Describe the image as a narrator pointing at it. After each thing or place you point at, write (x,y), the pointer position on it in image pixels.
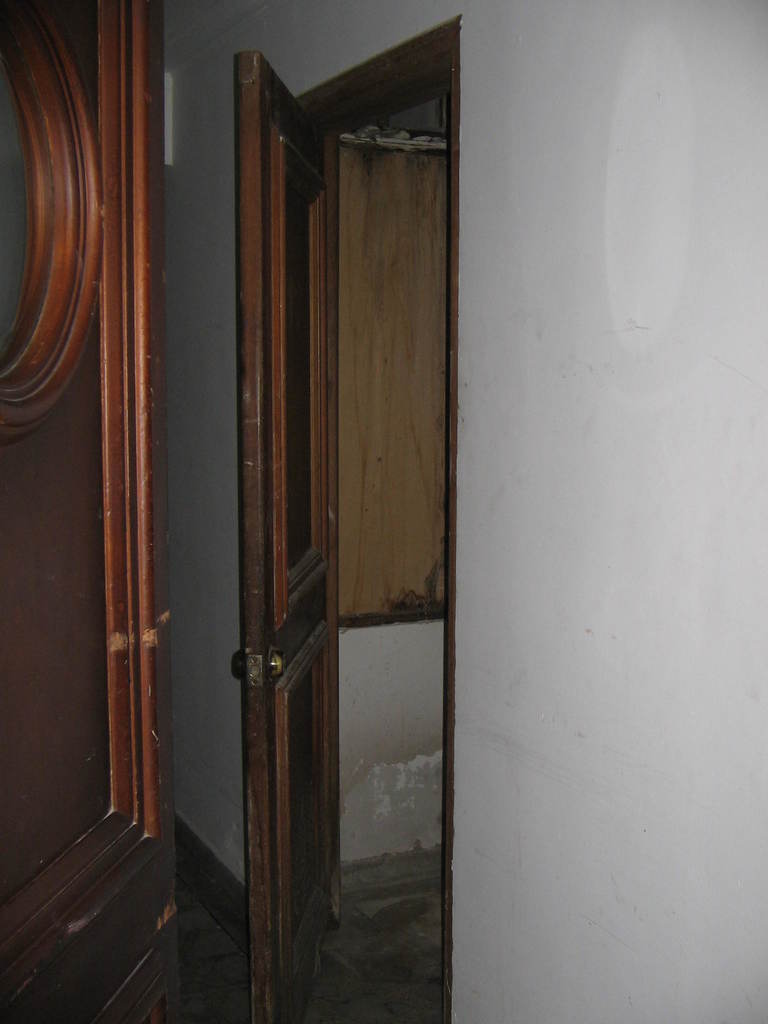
In this image we can see the door (310,634) and the wall (612,364).
